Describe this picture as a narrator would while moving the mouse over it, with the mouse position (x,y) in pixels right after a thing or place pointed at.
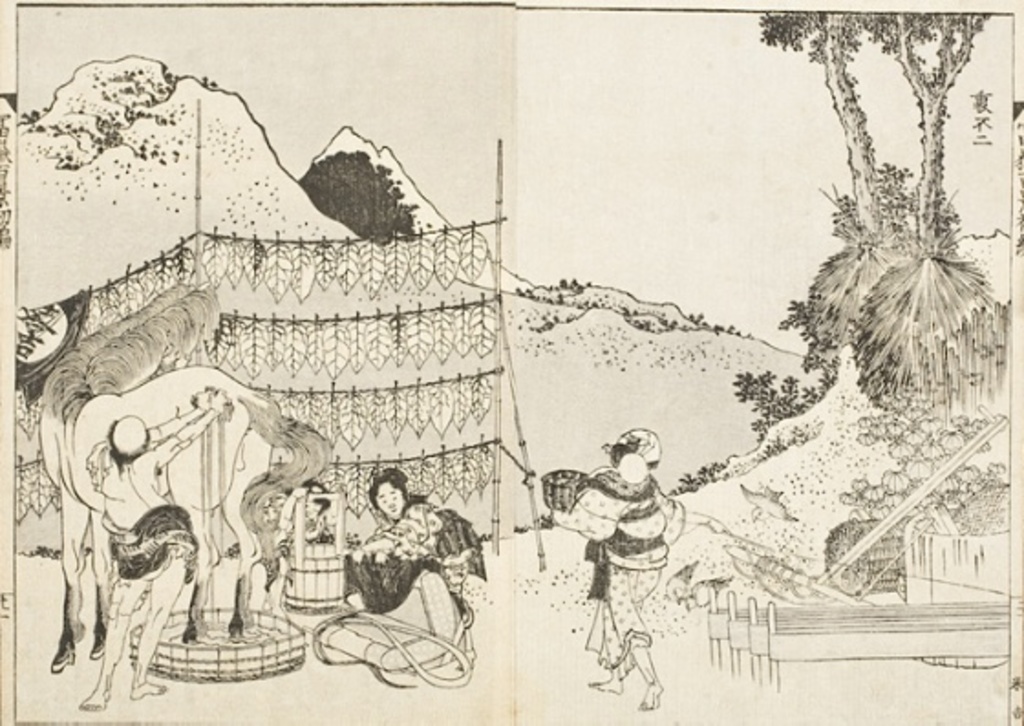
In the image in the center (638,276), we can see one paper (511,461). On the paper (538,458), we can see some persons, one horse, basket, cot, hills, trees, garlands (265,341) etc.
